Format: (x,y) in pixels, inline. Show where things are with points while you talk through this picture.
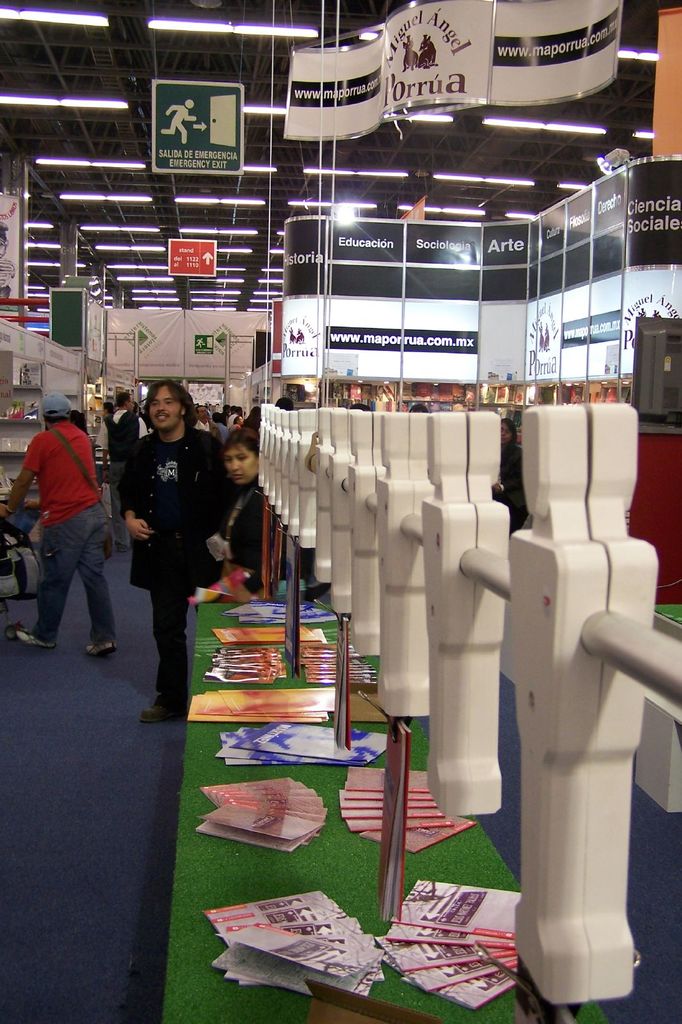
In this image there are a few people (138,538) standing and walking on the floor (129,674) and there are few equipments (548,881), books (432,920) and papers (338,912) on the table (273,1015). In the background (325,269) there are stalls (320,341) with some text (420,339) on the top of it and there are few sign boards (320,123) and banners (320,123). At the top of the image (307,204) there is a ceiling (143,222).
